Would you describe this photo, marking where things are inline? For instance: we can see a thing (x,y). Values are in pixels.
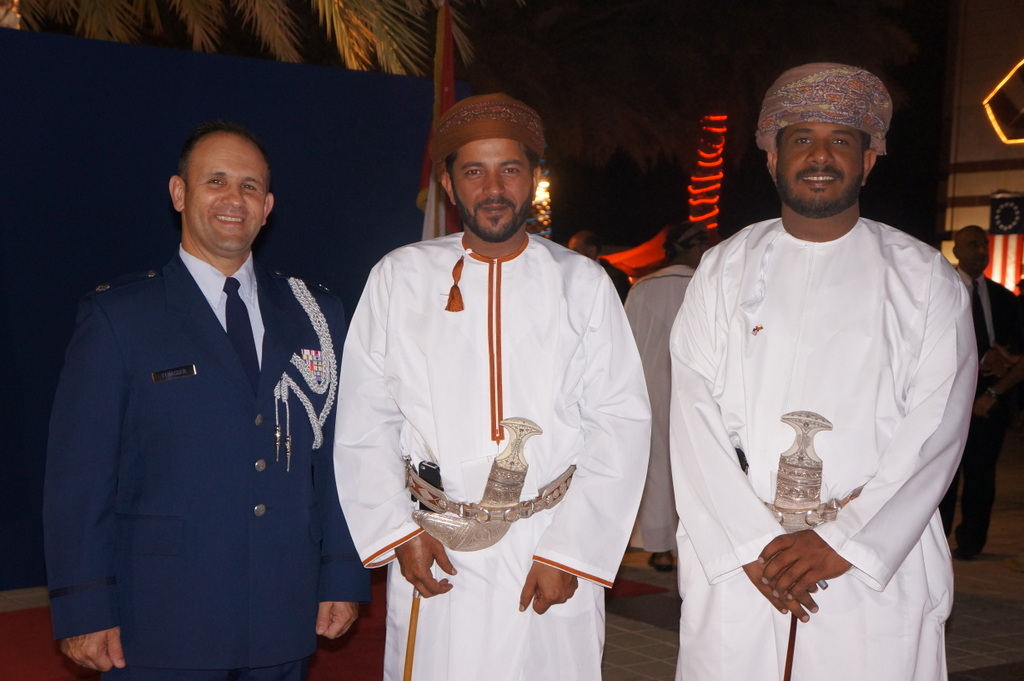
In this picture we can observe three men (546,431) standing. Two of them are wearing white color dress (811,341) and the other man (107,465) is wearing blue color coat (167,471). All of them are smiling. In the background (667,384) we can observe some people (994,294). On the left side (276,35) there is a tree (195,35). In the background (691,204) we can observe red color lights (701,187).
